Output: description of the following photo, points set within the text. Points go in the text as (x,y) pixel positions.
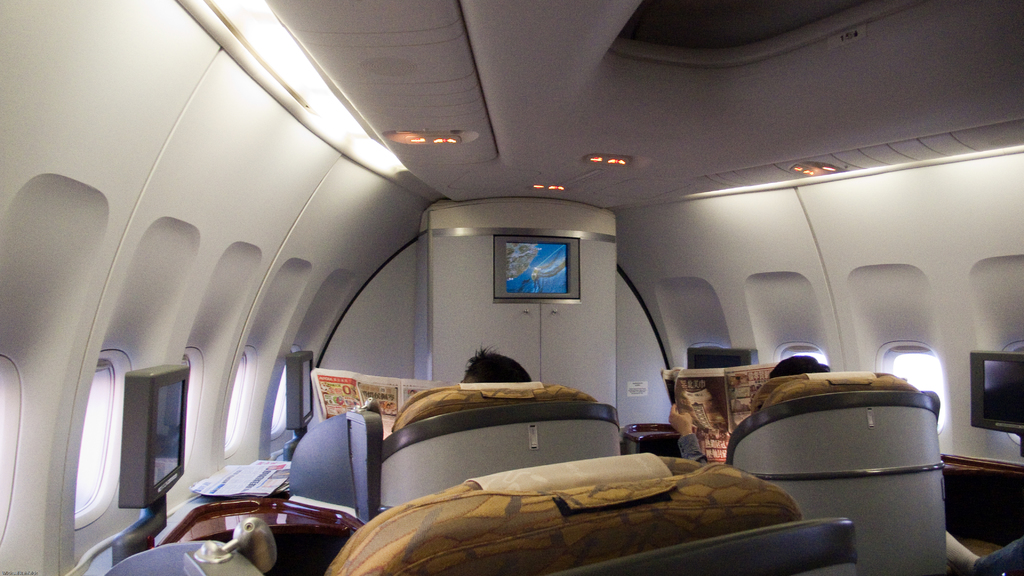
This is a picture of the inside of an airplane (186,467), in this picture at the bottom (679,402) there are some people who are sitting on chairs (514,480) and they are holding newspapers (693,405) and reading. On the right side (918,386) and left side (291,377) there are some windows (918,386) and monitors (310,375), in the center (515,250) there is one television (554,245). On the left side (256,476) there are some newspapers (254,495), and on the top (348,124) there are some lights (382,164).
